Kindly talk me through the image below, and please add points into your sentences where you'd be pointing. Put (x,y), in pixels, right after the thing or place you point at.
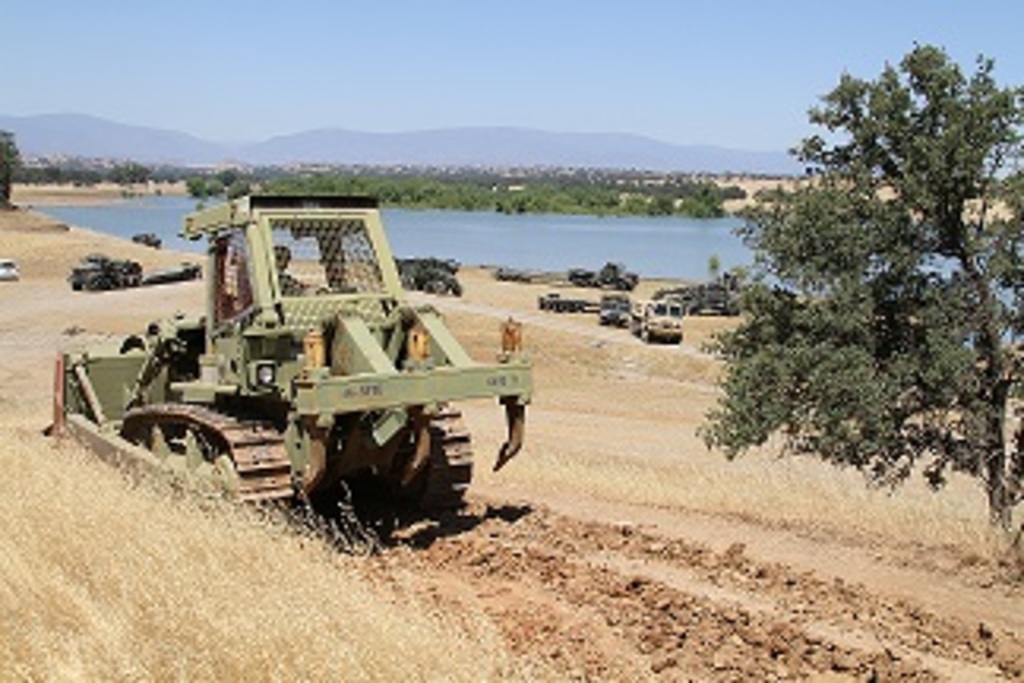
In this image in the front (227,585) there is dry grass (251,605) on the ground (475,623). On the right side (962,353) there is a tree (962,353). In the center (433,330) there are vehicles (253,339), there is water (529,235) and in the background (477,192) there are trees (453,179), there are mountains (474,153).
